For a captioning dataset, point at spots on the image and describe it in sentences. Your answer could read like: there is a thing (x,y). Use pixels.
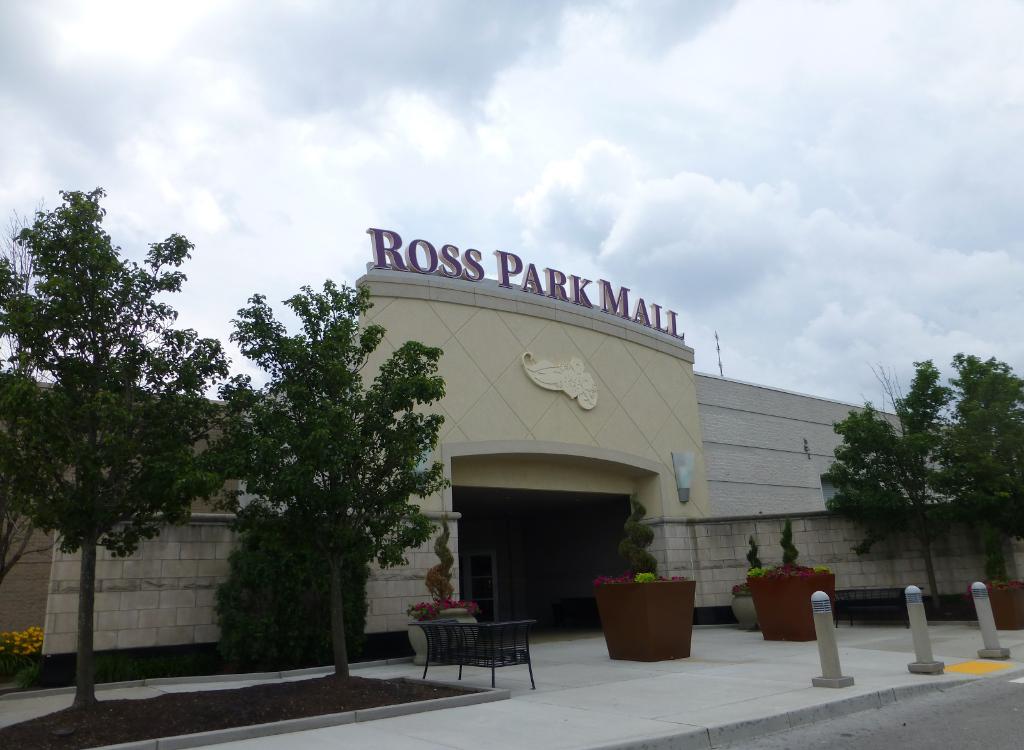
In this image we can see a building (524,550). we can also see some trees (388,505), bench (586,612), flower pots (605,620), pole (939,670), pathway (797,651) and the sky (567,114) which looks cloudy.
